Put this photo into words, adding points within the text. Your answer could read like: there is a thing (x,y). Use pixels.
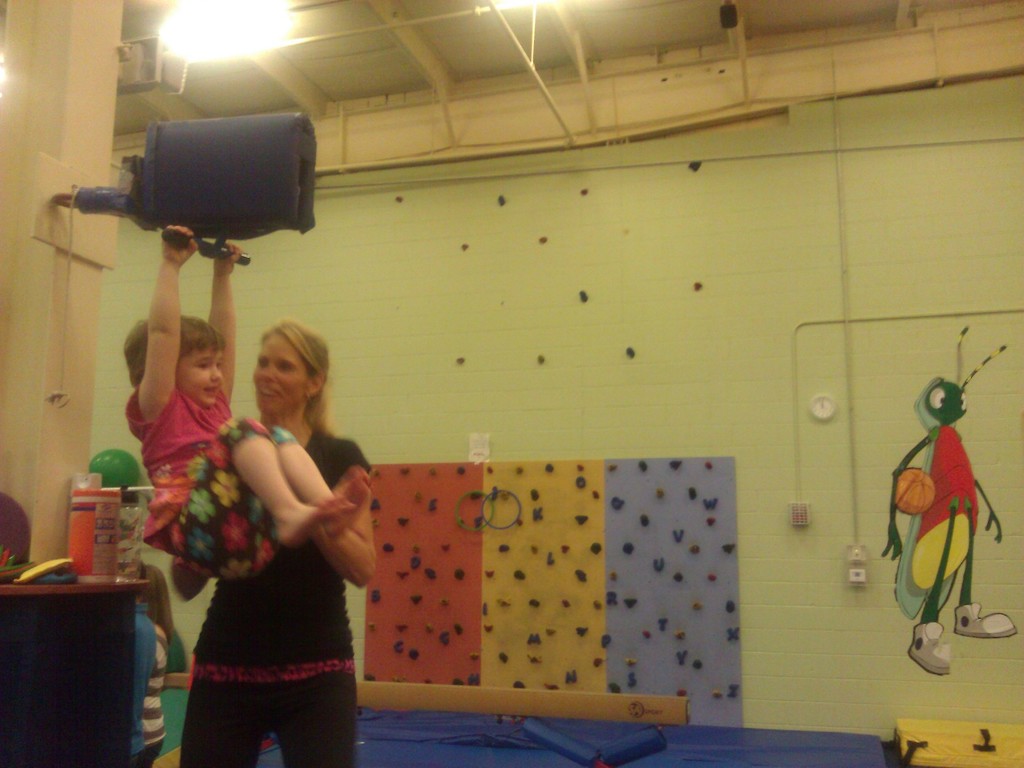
In this picture there is a woman (320,668) who is holding a baby (232,466) and the baby (233,435) is holding a handle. At the bottom (646,754) I can see the blue carpets (500,754). On the left (154,593) I can see a girl (154,610) who is the standing near to the table (100,608). In the back (916,551) I can see the sockets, wires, painting (936,521) and other objects (706,495). At the top (273,21) we can see the lights (525,6).
